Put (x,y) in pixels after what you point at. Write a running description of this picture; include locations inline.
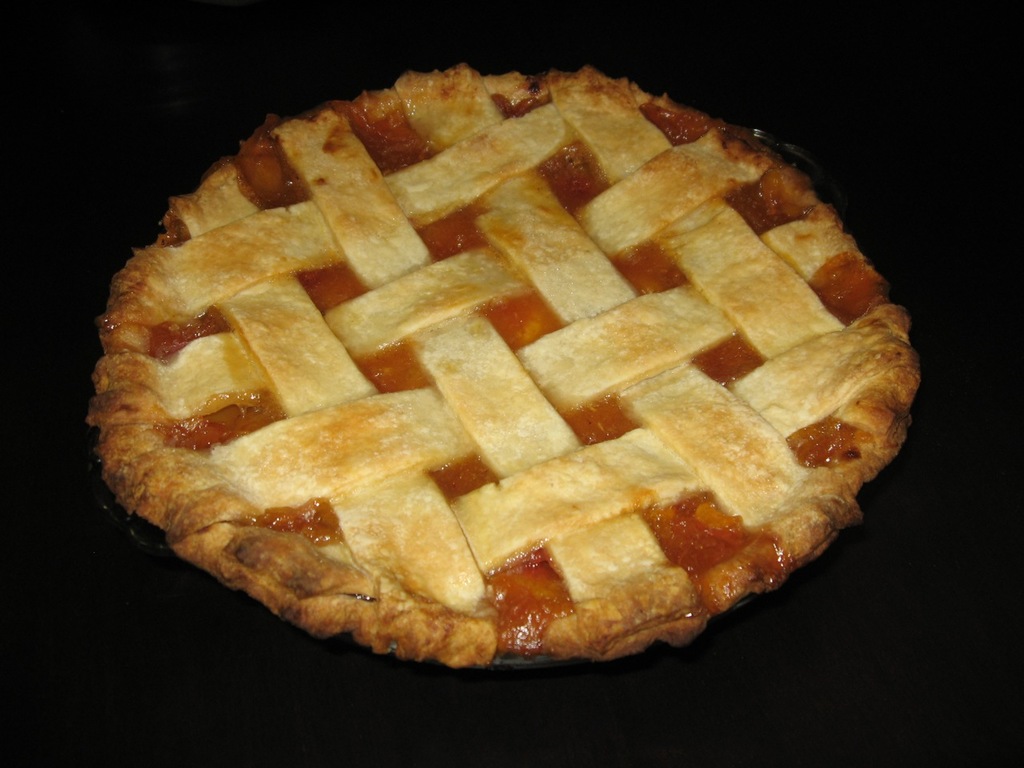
In this picture I can see a pie (532,535), and there is dark background (24,32).
